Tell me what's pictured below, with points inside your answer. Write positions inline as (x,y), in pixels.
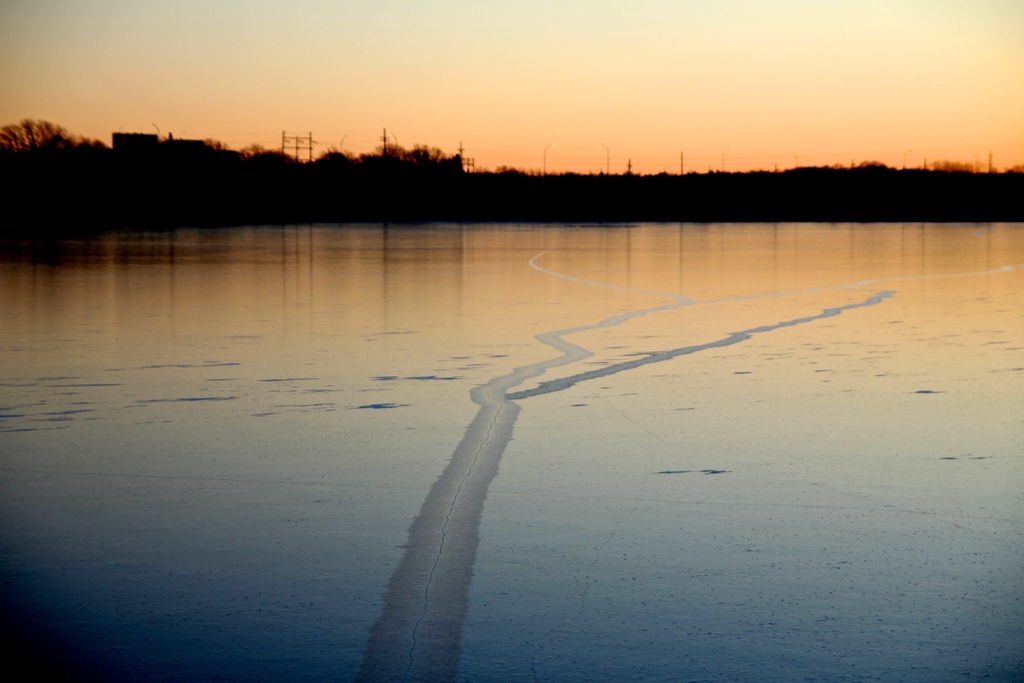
This image consists of water (531,482). In the background (867,184), there are trees (508,199). At the top (573,94), there is sky (588,87).
